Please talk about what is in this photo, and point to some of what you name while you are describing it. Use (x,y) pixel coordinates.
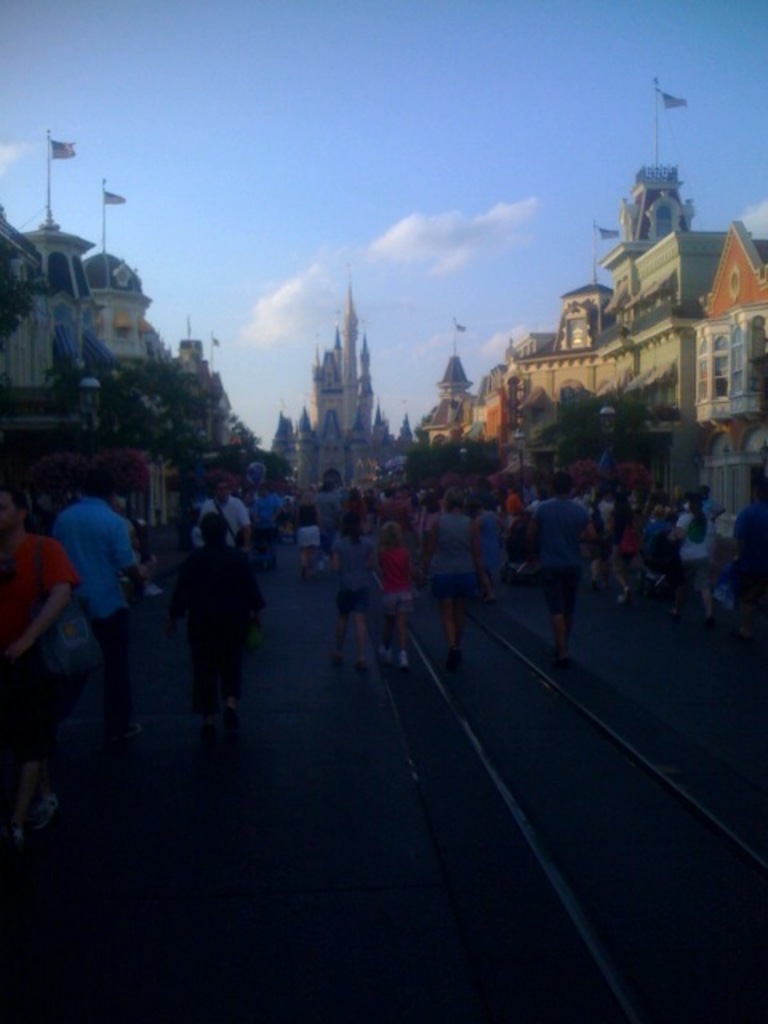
In this image we can see a group of persons (470,596). Behind the persons (207,549) we can see the buildings (123,306). At the top (337,276) we can see the sky (306,92).
